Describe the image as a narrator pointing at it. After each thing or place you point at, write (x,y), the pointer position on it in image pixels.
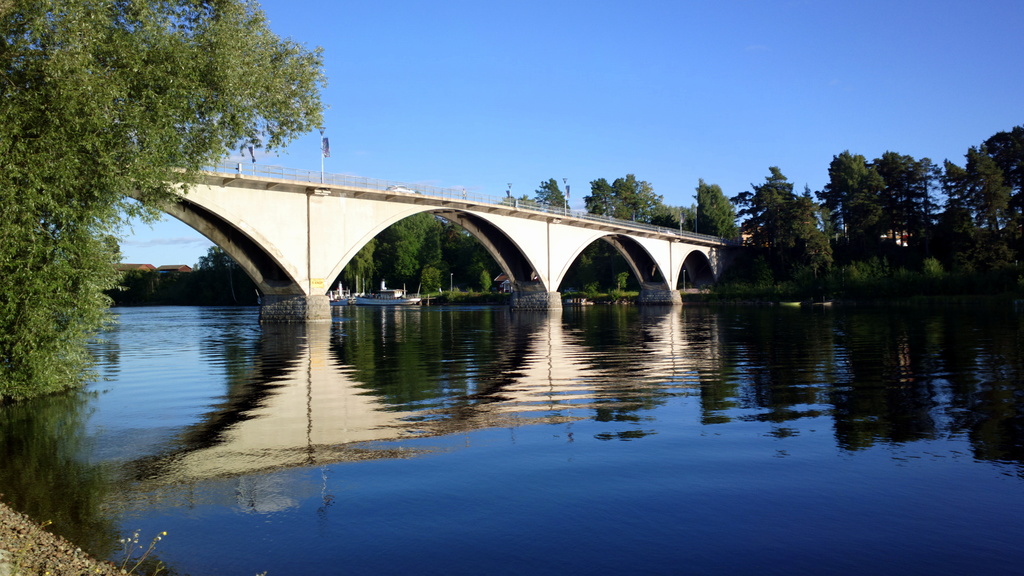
In this image I can see water (284,418) in the front (431,373) and over it I can see a bridge (568,216). I can also see a boat (412,299) on the water (430,325) and on the both sides of the image I can see number of trees (56,331). In the background (157,231) I can see few buildings (182,265) and the sky (542,67). I can also see reflection (266,459) on the water (191,314).
